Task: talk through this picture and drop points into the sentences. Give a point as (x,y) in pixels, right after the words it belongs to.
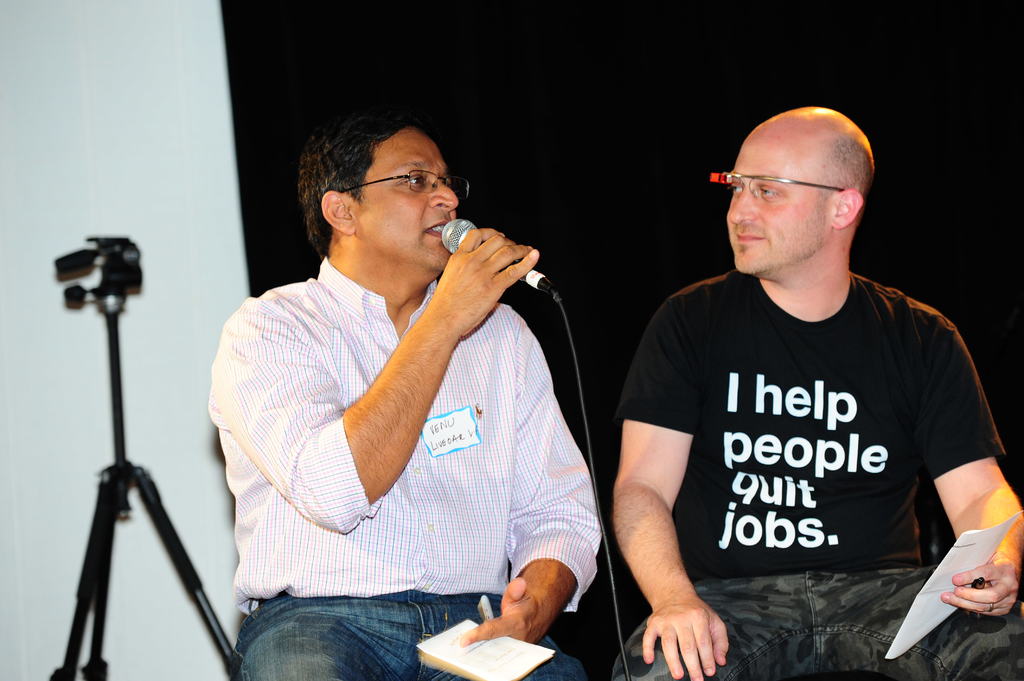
As we can see in the image there is a white color wall (209,295) and two people (675,409) sitting on chairs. The man (427,487) over here is holding a mic (464,236). On the left side (129,245) there is a tripod (134,260).
